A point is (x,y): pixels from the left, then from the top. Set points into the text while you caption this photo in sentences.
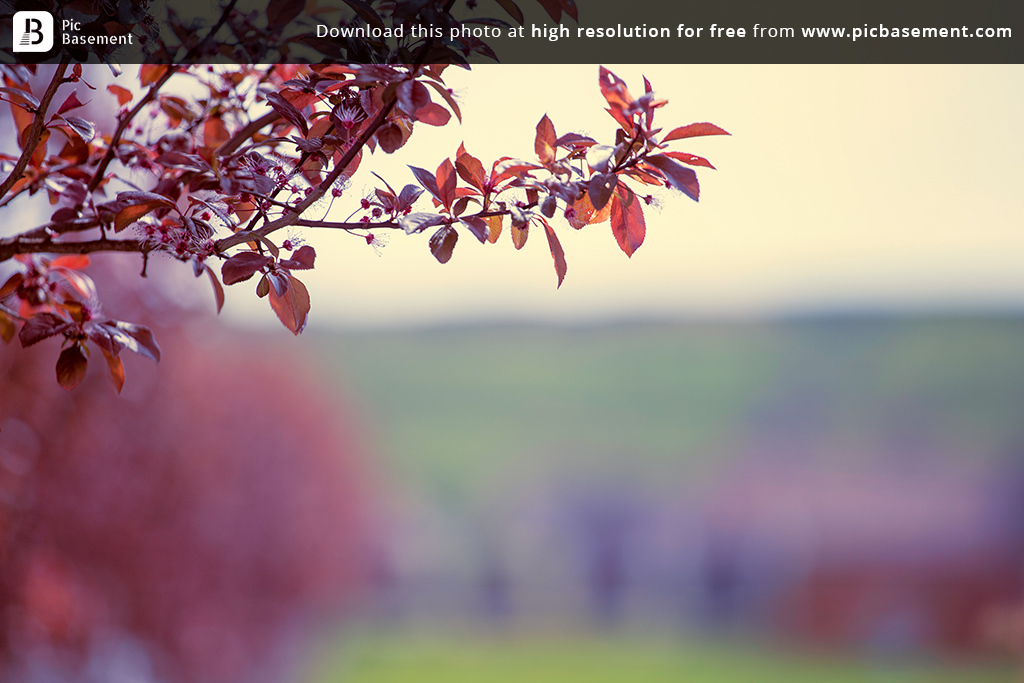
In this image I can see stems (308,200), leaves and the background (744,459) is blurry. Also at the top of the image (328,31) there is some text (336,31) written on the black bar (265,31).
